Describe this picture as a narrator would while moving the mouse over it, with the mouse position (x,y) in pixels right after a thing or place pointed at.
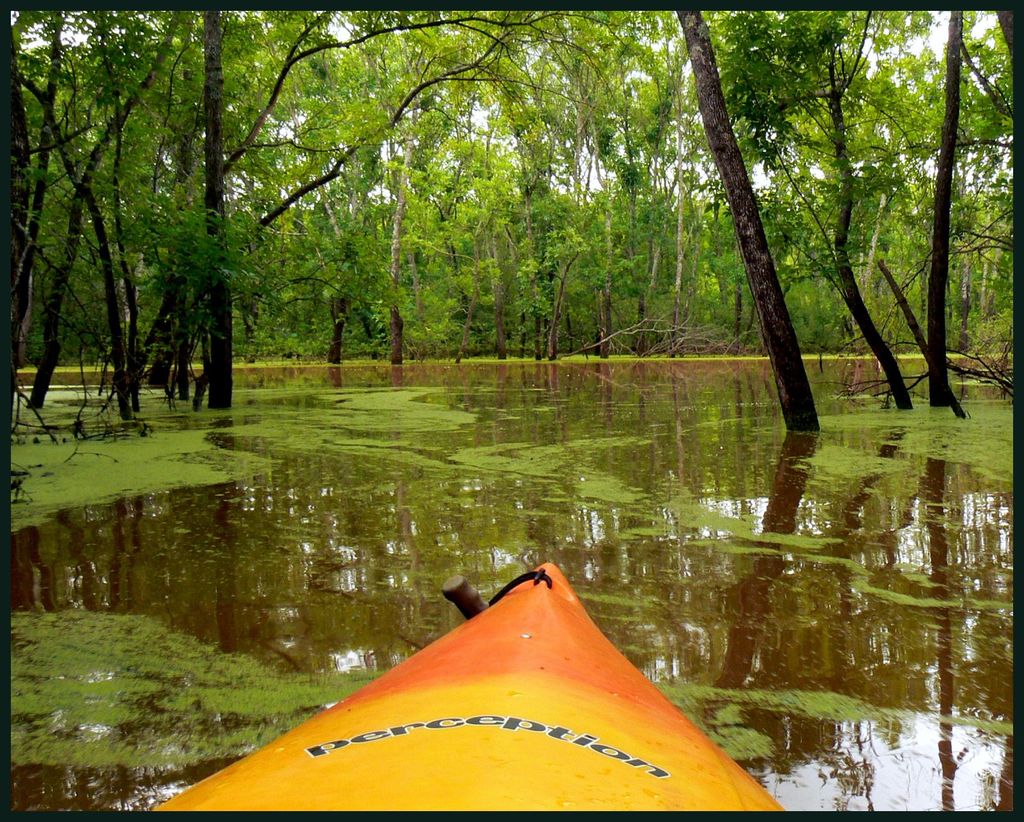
In this image there is a lake (529,502) in middle of this image (537,452) and there is a boat (501,696) at bottom of this image (310,792) and there are some trees (539,179) at top of this image (489,250).
